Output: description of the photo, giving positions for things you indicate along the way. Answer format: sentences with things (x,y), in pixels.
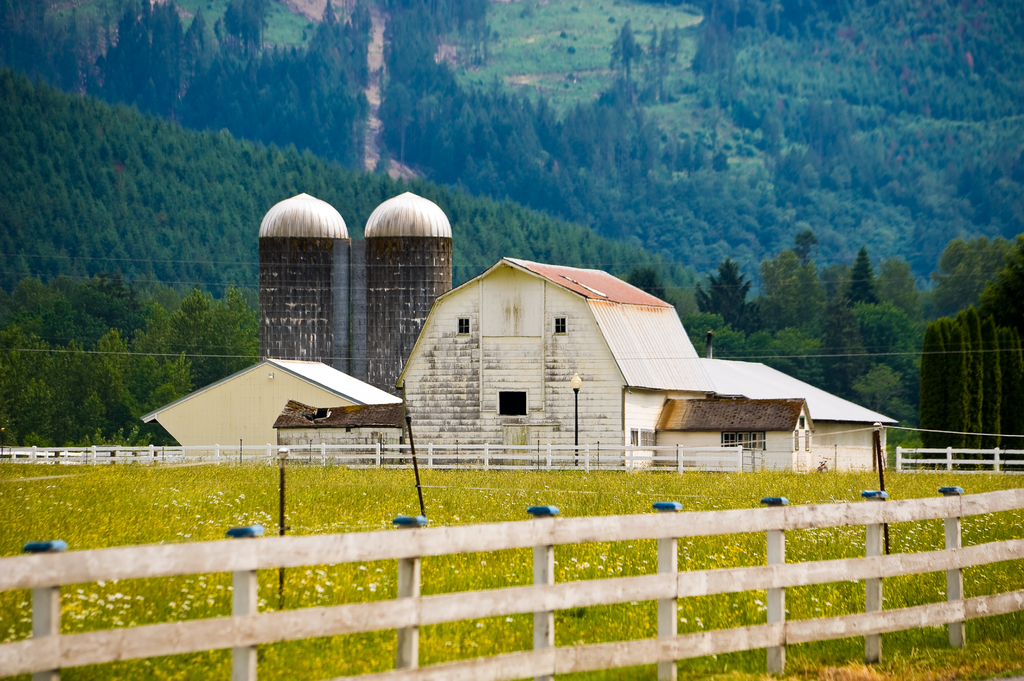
In this image, this looks like a farm (514,350). I think this is the small house (741,431) with the windows (748,430). I can see the wooden fence (383,447). These are the plants (333,492) with the flowers (365,520). I can see the trees (338,157). This looks like a mountain (820,109).
